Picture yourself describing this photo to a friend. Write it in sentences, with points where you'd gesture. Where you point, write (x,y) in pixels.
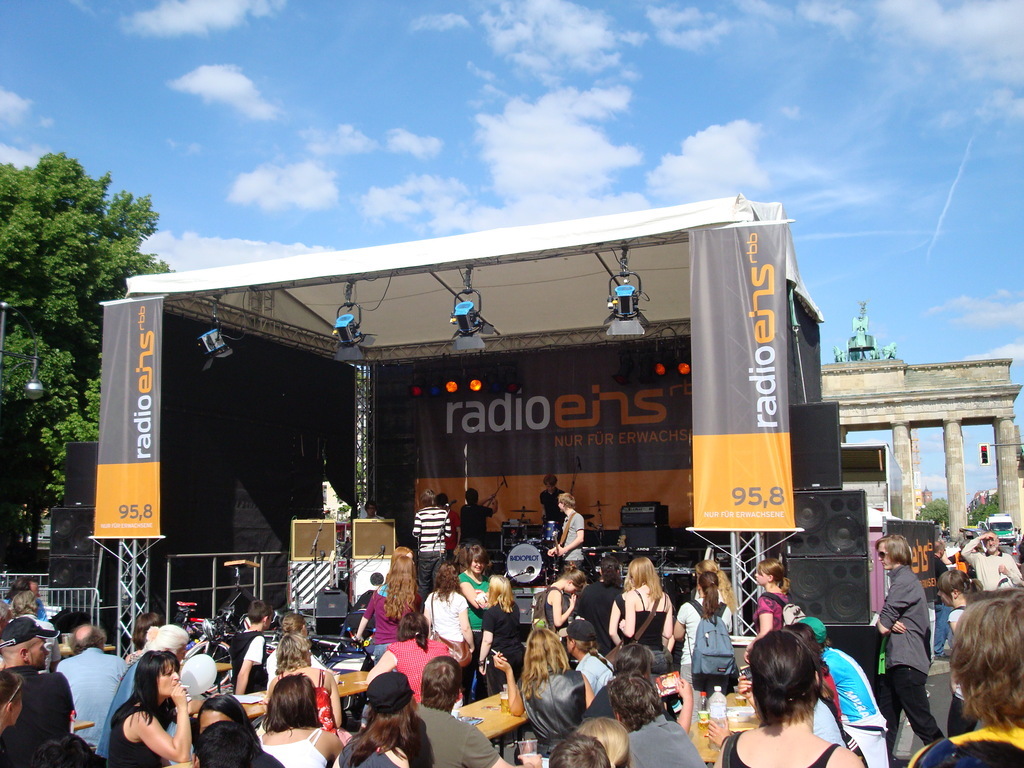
In this image I can see few people (537,692) are sitting and few people (909,570) are standing. I can see few musical instruments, speakers (853,550), banners (688,488), few people (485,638) and few object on the stage (672,287). I can see few lights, trees (10,228), vehicles (1012,528) and the arch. The sky (356,104) is in blue and white color.
